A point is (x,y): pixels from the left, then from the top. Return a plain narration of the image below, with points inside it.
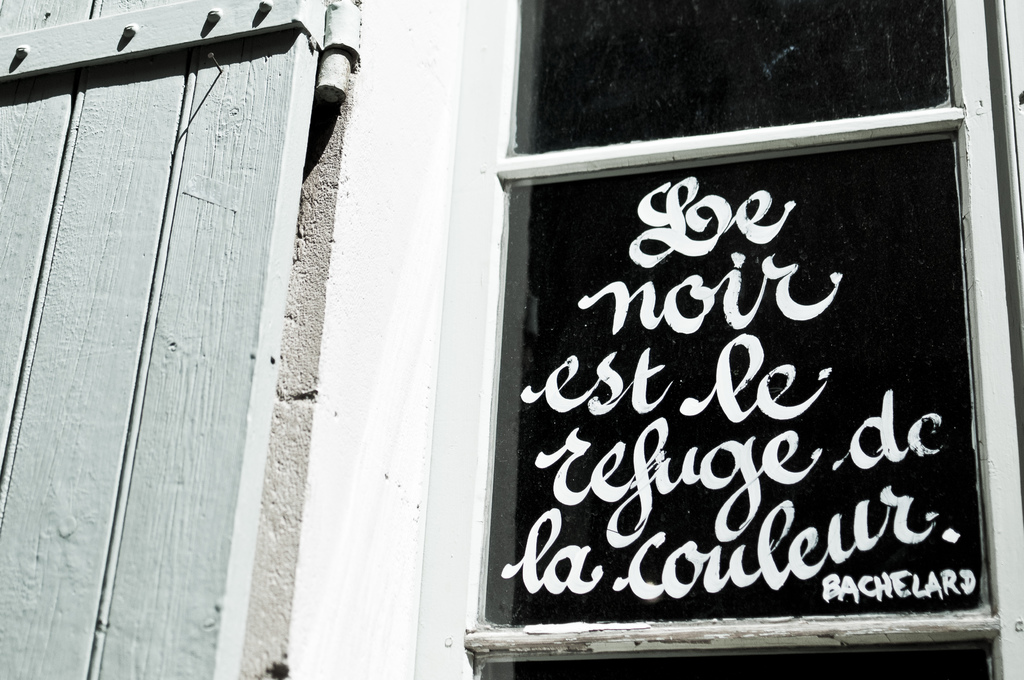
In this image we can see some text (616,295) written on the glass (644,197) of a window (655,237), beside the window (516,234) there is a wooden door (170,350).
